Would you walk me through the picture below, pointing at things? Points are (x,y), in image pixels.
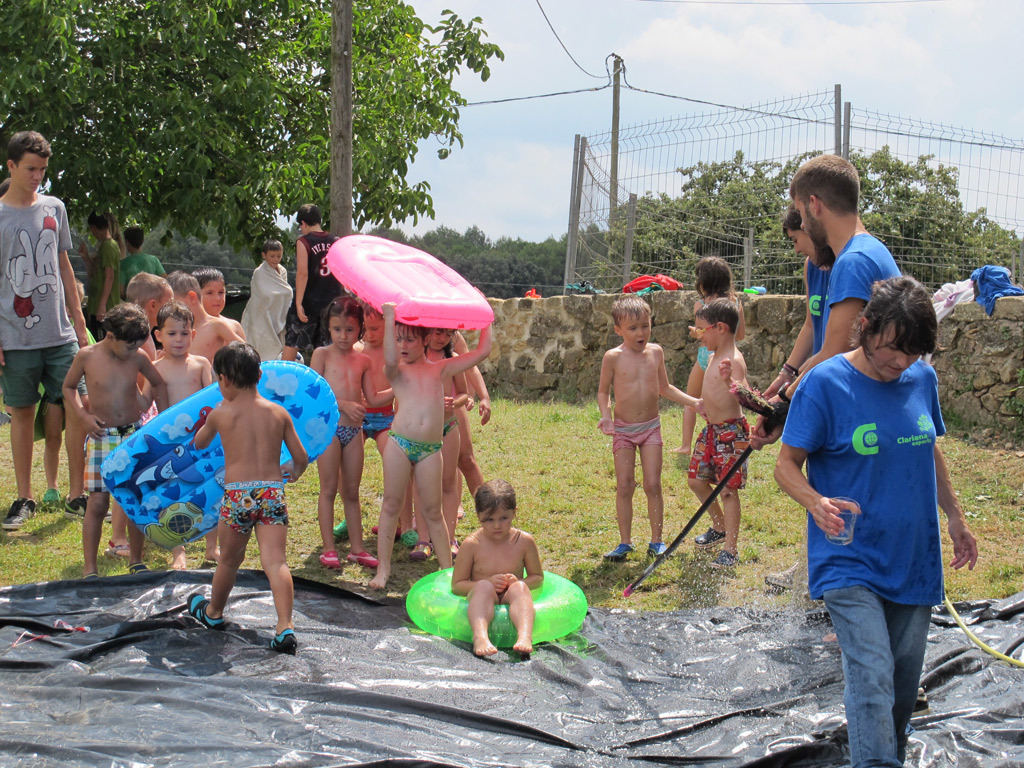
In this image we can see persons (820,236). We can also see the kids (330,324) standing on the grass (81,565). There is a girl (512,556) sitting. We can also see the safety ring (459,595) and some other objects (352,273). In the background (199,136) we can see the trees (773,181), fence (703,158), pole (614,165) and also the wall (979,319) and some clothes (974,300). Sky (509,231) is also visible with the clouds (819,56). At the bottom (294,709) we can see the black color cover (528,695).
